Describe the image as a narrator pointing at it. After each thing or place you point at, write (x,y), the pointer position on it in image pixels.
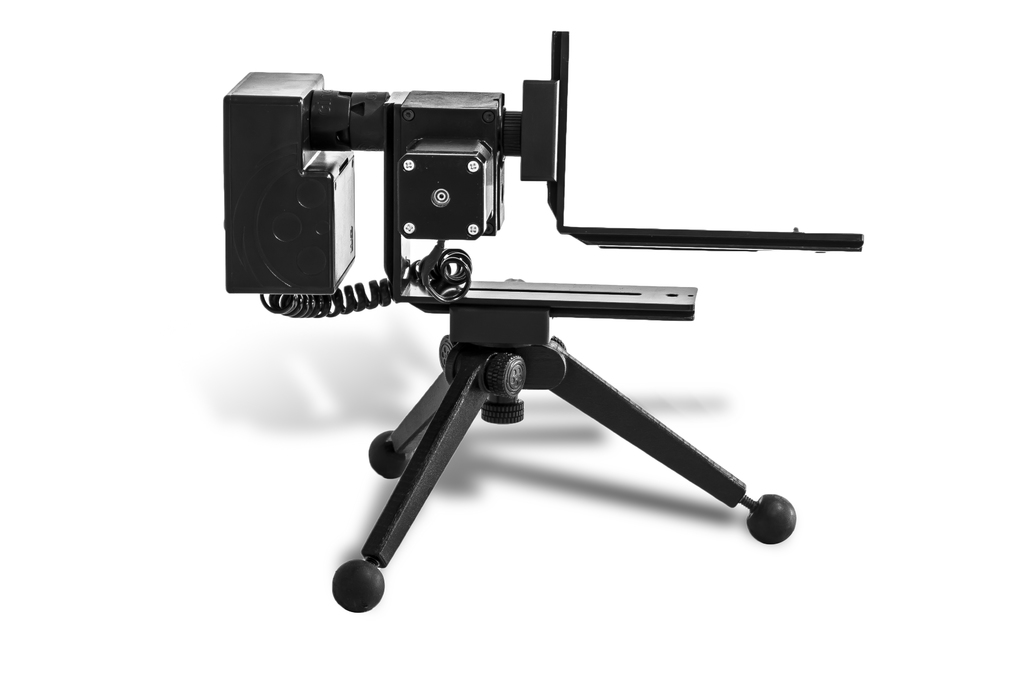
In this image we can see an object (458,261) looks like a camera (264,174) with a stand (756,505) and a white background (795,272).
